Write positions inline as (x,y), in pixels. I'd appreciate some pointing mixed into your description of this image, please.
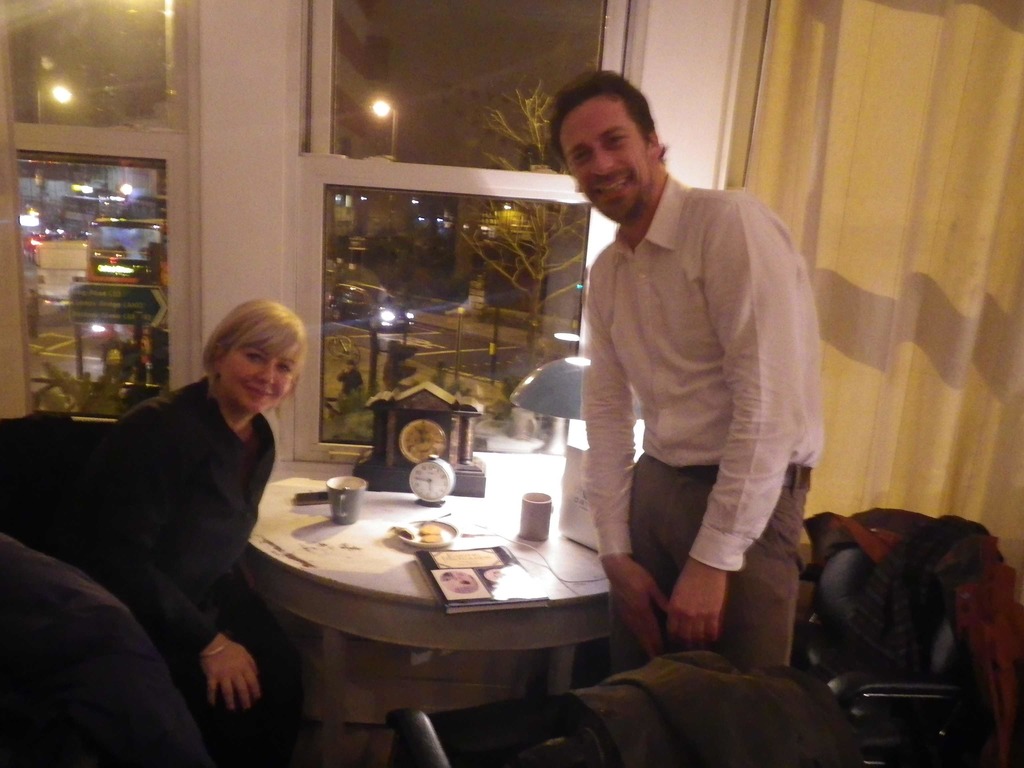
This image is clicked in a room (541,314). There is a curtain (900,258) on the right side (907,389). There is a table (306,513) in the middle (382,506), on the table (463,626) there is a book (447,555), plate (445,529), Cup (338,514), mobile phone (302,496), clock (439,457), light (573,416). There are chairs (34,440) and people (149,553) are sitting on the chairs (833,586). One man (802,511) is standing. There are Windows (121,93) behind them. Through that Windows (436,169) we can see trees (531,325), vehicles (91,226), lights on the top (118,227).
